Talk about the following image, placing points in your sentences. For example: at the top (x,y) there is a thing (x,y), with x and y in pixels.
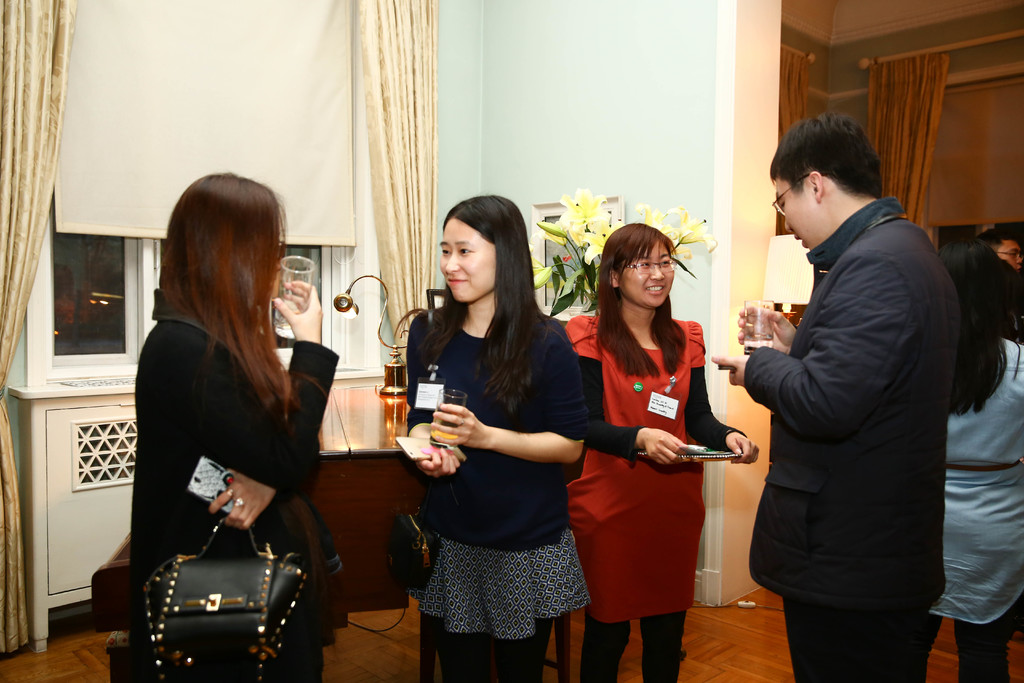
In this image I can see the group of people (537,486) with different color dresses (476,526). I can see few people (434,523) are holding the glasses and one person (647,415) holding the notebook (696,459). I can one more person (230,547) holding the bag (182,582). In the background (583,280) I can see the plant (572,295), curtains (415,276), window blind (330,20) and also the wall (536,101).
